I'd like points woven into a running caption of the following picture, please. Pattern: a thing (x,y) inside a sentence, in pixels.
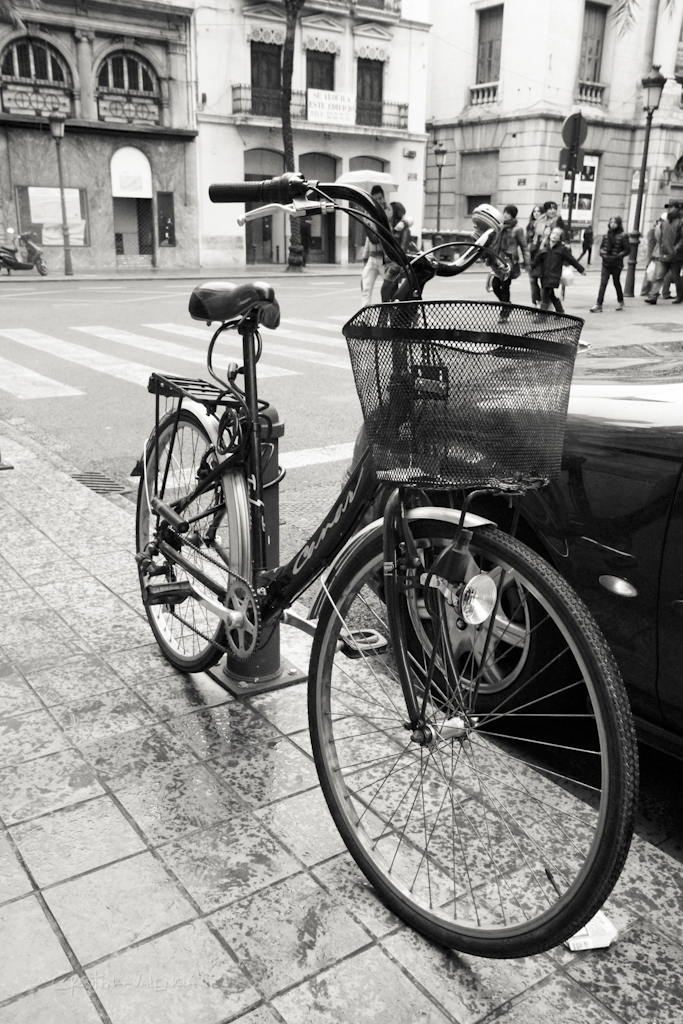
This image is a black and white image. This image is taken outdoors. At the bottom of the image (181,934) there is a sidewalk (115,747). In the middle of the image (427,448) a bicycle (401,421) is parked on the sidewalk (408,813). In the background (58,87) there are a few buildings (117,166) with walls (114,125), windows (330,79) and doors (360,228). A bike (32,254) is parked on the road (302,327). There are a few poles (66,254) and signboards (582,178). A few people (552,211) are walking on the road (587,274).
